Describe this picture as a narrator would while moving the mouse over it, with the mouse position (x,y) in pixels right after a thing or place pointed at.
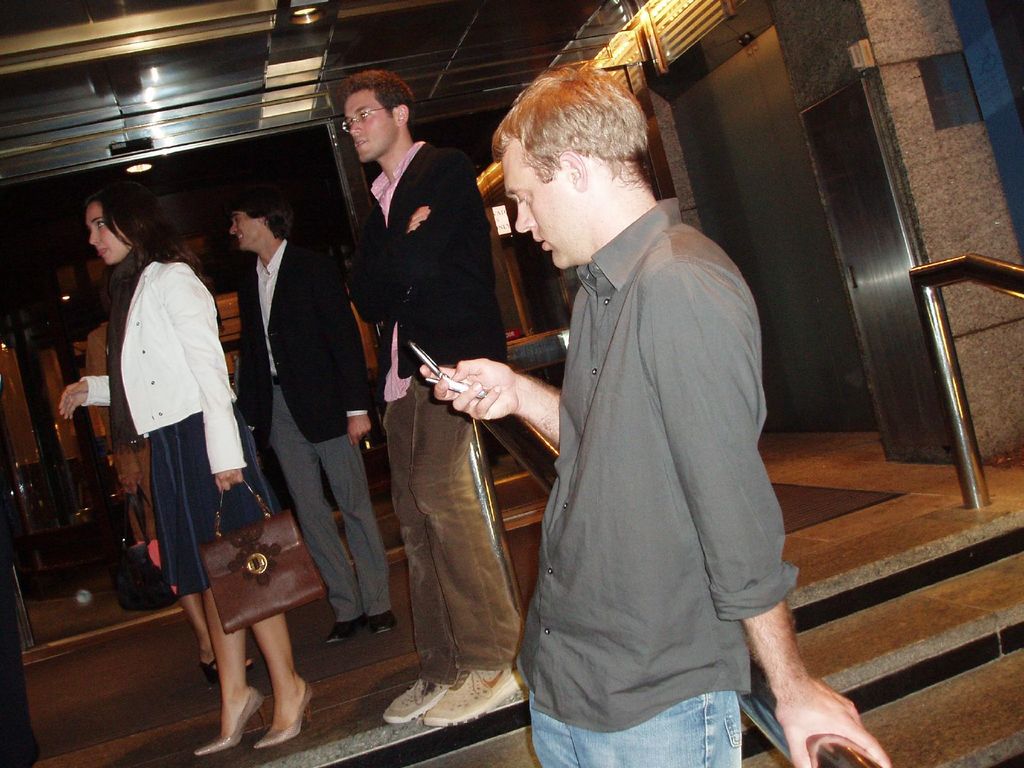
In this image a person (597,405) is standing on the stairs (503,722). Behind him there is a metal rod (771,743). He is holding a mobile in his hand (495,375). Behind him there are few persons (478,543) are standing on the floor (344,646). A woman (173,405) wearing a white jacket (141,295) is holding a bag (248,571) in her hand (229,482). Few lights (684,16) are attached to the wall (704,88) having a door (779,139) to it.
